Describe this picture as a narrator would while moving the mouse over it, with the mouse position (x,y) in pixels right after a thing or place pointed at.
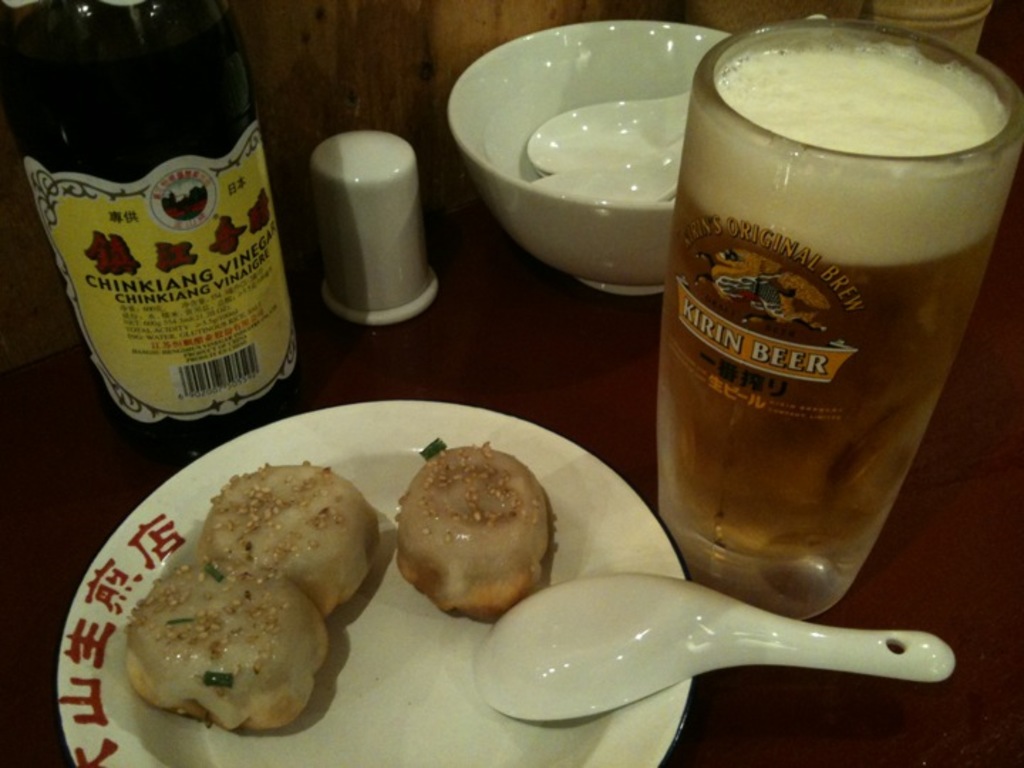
In this picture we can see a glass (754,408) of beer (792,394) and there is a plate (615,508), we can see a spoon (634,589) and also there is a bowl (606,246), on the left top corner of the image (251,227) we can see a bottle (267,256) and we can see some food (353,560) on the plate (129,567).
